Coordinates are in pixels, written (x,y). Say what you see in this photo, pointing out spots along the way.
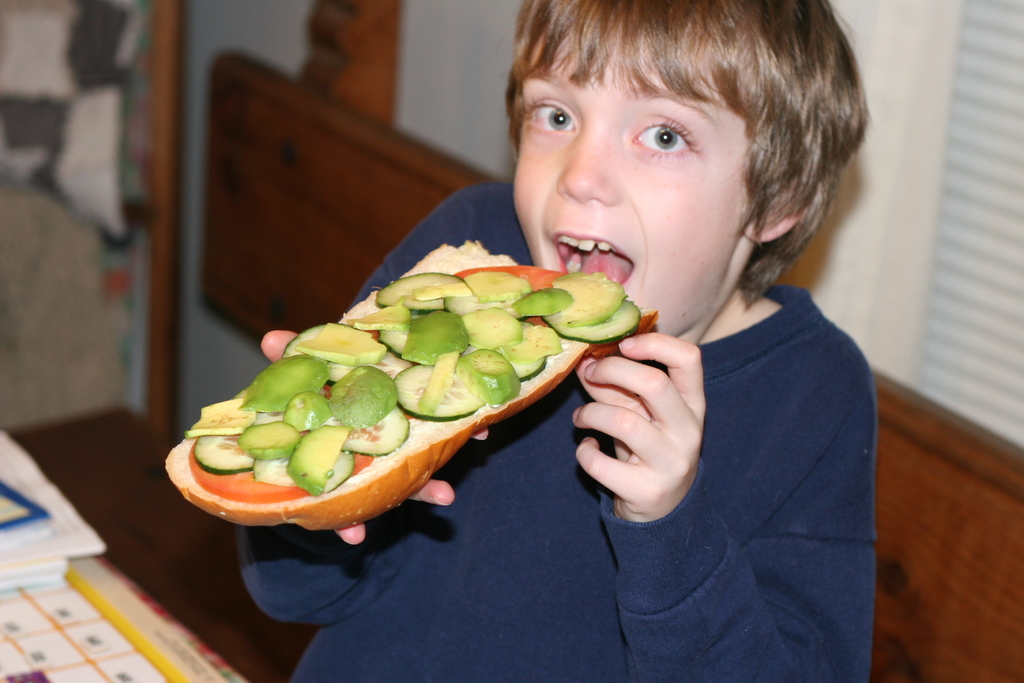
In this image we can see a boy (761,295) holding the food item (457,303). We can also see the books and a chart (100,602) on the table (153,636). We can see the bench (268,196), wall (420,126) and also the window (953,218) and some part is not clear on the left (36,208).
